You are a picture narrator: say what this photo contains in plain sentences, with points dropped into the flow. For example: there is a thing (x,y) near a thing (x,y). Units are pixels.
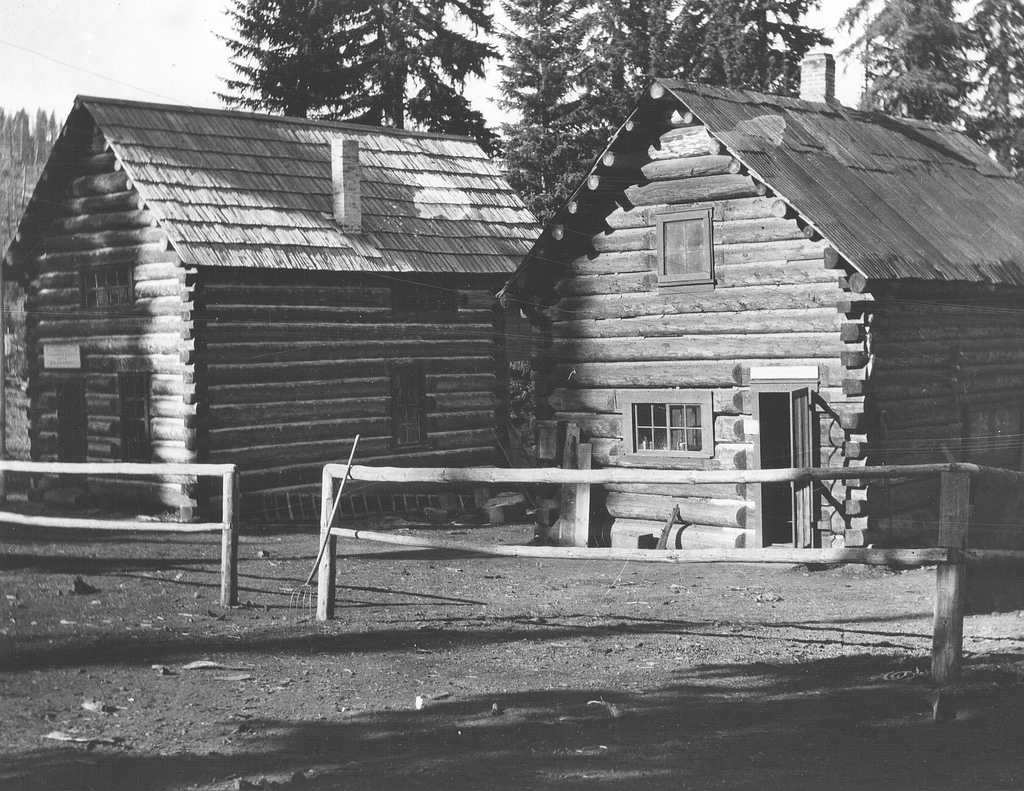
This image consists of two huts (444,379) made up of wood (361,321) along with windows (670,453) and doors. In the front (77,517), we can see a fencing (948,663) made up of wood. At the bottom (388,610), there is ground (474,573). In the background (560,170), there are trees (685,14). At the top (147,6), there is sky (8,58).
